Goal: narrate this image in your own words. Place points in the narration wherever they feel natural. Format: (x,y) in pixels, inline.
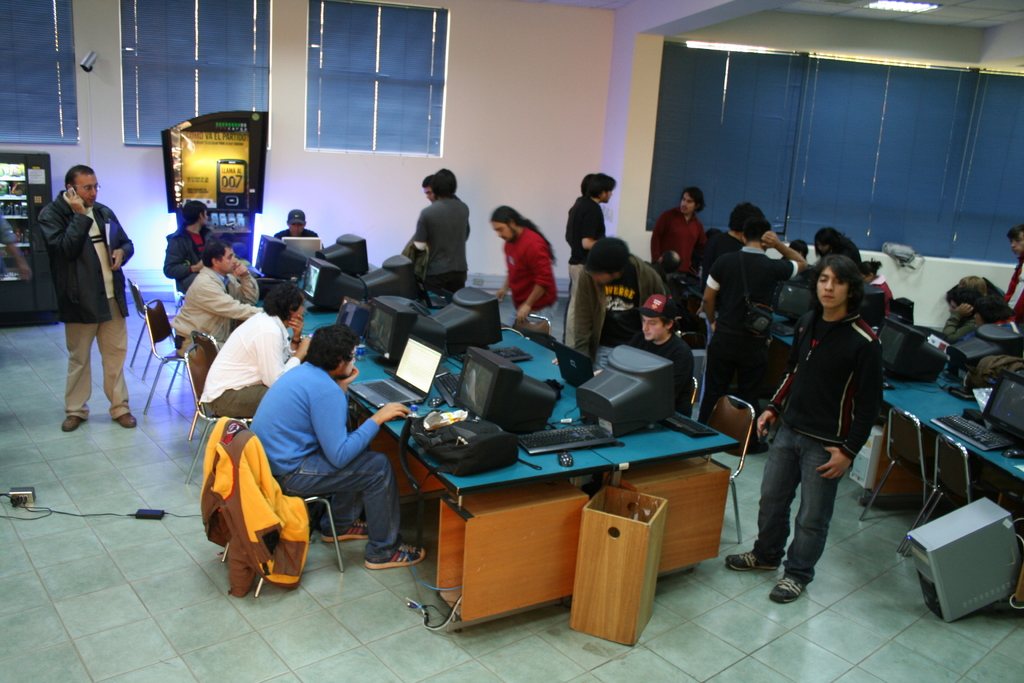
In this picture there are group of people (289,236) sitting and working on the laptop (394,376) and computer system (318,286). There are a couple of people (434,196) standing and in the background (405,46) there is a window (177,46).
